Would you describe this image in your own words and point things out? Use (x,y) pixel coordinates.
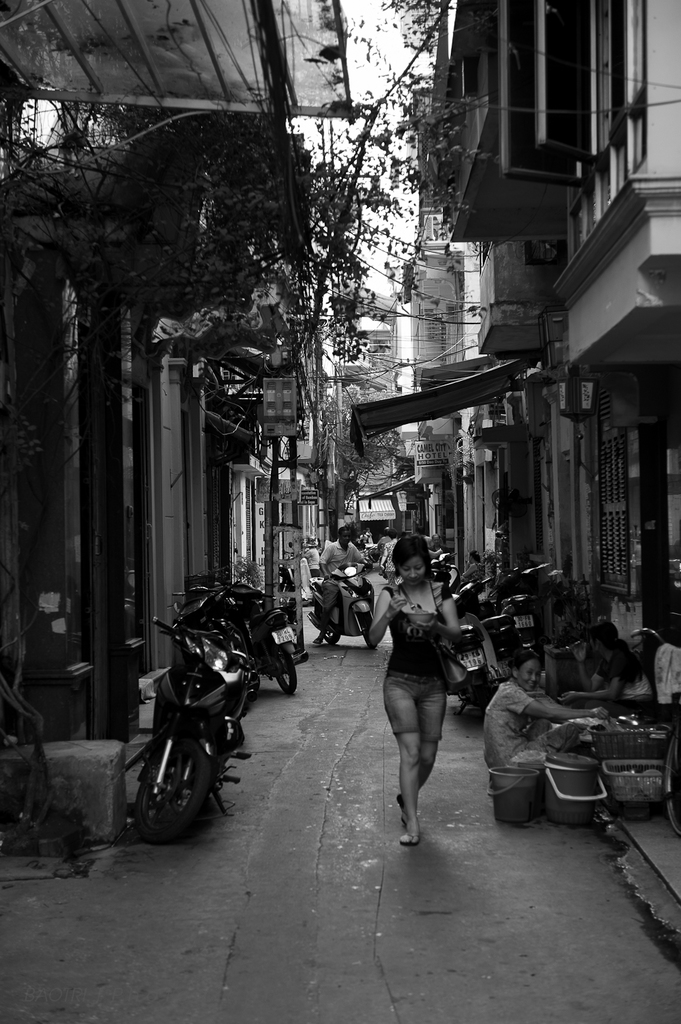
This is a black and white image. In this image we can see some buildings (385,351) with windows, some vehicles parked aside, plants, a person (333,605) on a vehicle (360,628), a woman (412,821) on the pathway (260,756) and some people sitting beside the baskets (615,788). We can also see the sky (402,249).
